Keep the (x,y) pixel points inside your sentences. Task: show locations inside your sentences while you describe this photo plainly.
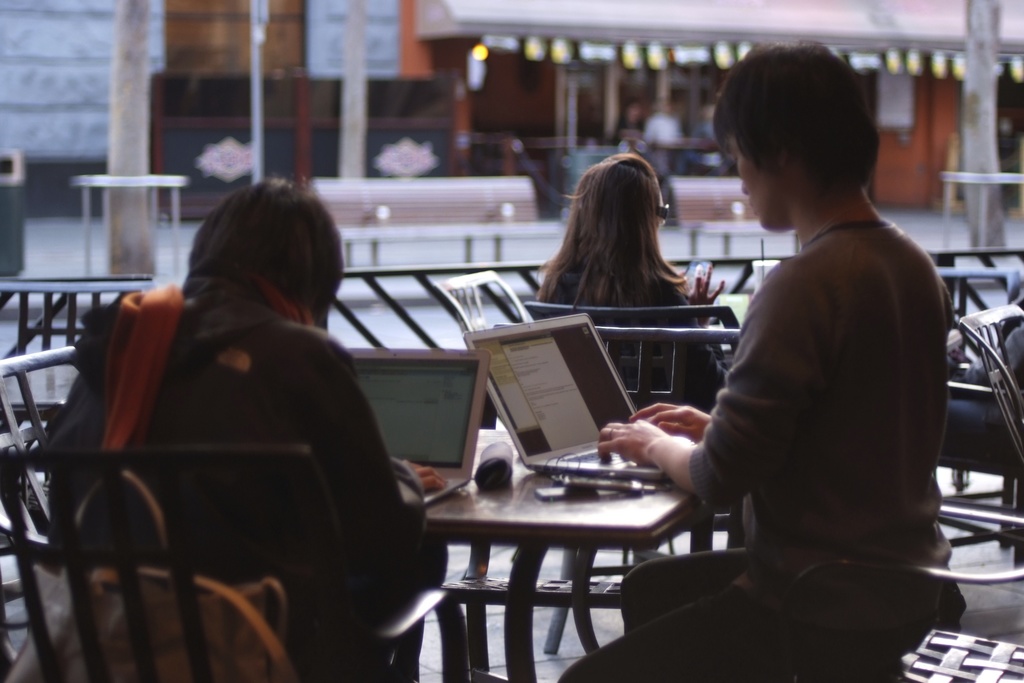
In this image I see 3 people (829,257) sitting on the chairs (947,651) and there are 2 laptops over here on the table (436,498). In the background (236,151) i see few building (5,13) and 2 benches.
